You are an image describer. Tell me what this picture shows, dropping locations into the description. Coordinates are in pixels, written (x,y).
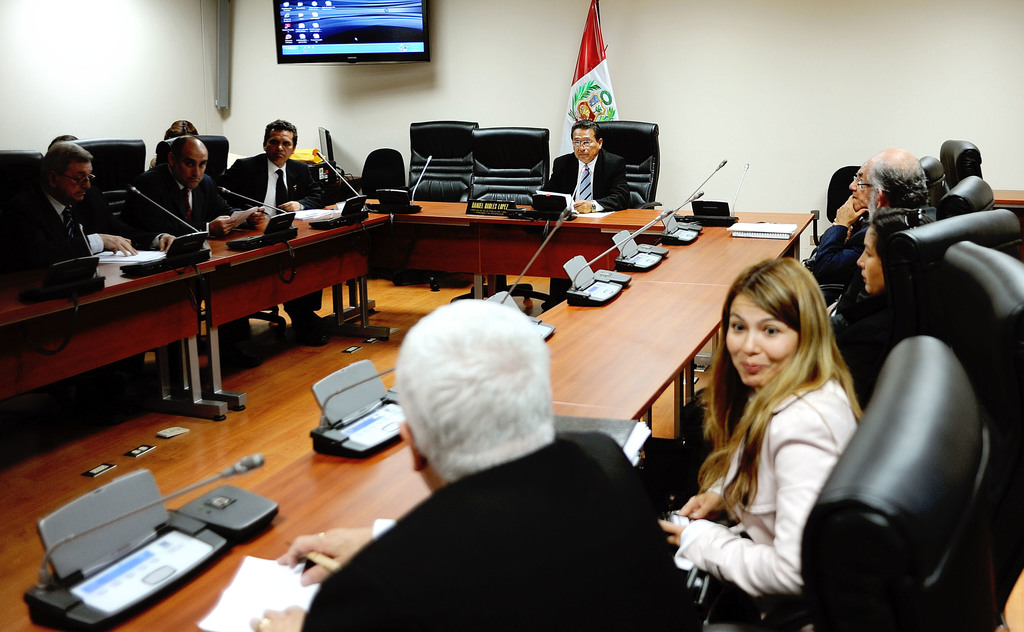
In this image we can see group of people (521,552) in a conference room (398,437). In the background (728,66) we can see white wall (754,52), a flag (592,21) and a television (296,42). We can see mic (658,251) on every desk (305,248).
